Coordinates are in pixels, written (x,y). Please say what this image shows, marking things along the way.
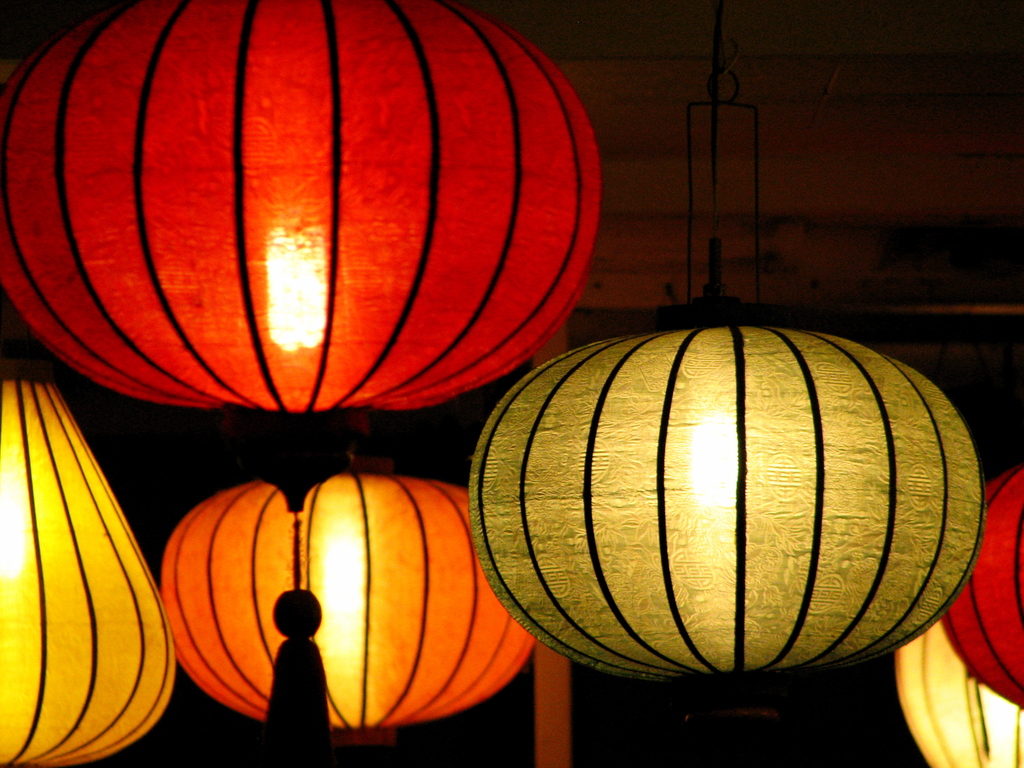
In this picture we can see lanterns (971,759). In the background of the image (622,719) it is dark.
